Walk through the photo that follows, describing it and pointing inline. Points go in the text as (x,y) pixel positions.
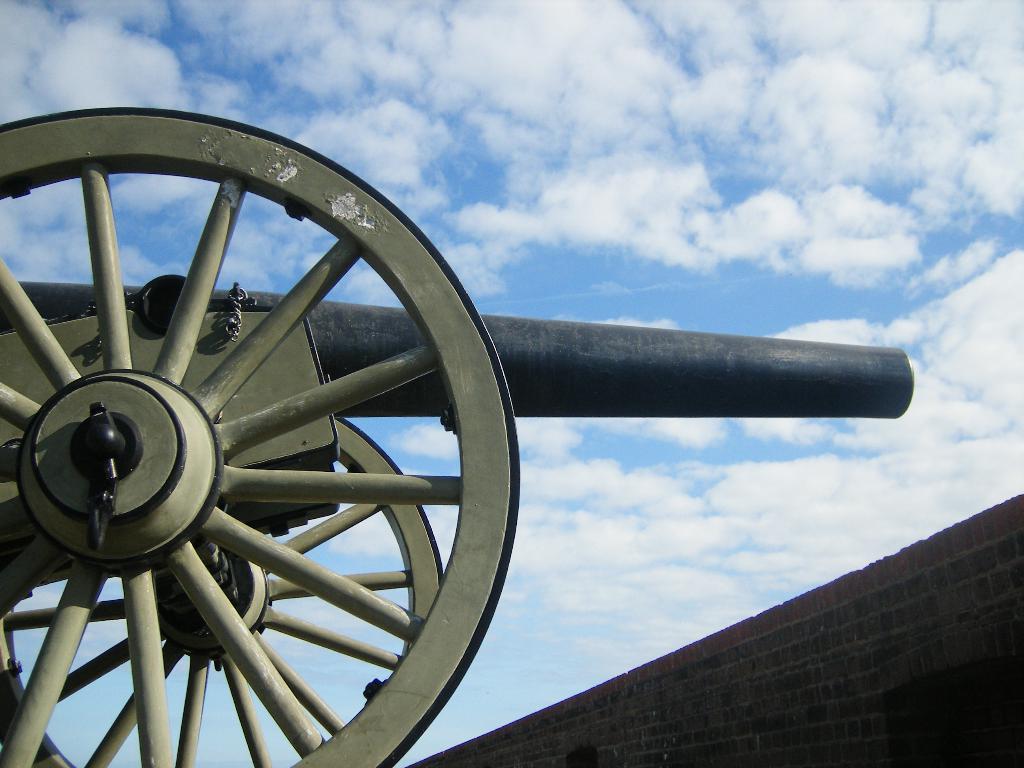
In this image, we can see a cannon (597,341). We can see the wall (791,653) and the sky (804,284) with clouds (807,33).
